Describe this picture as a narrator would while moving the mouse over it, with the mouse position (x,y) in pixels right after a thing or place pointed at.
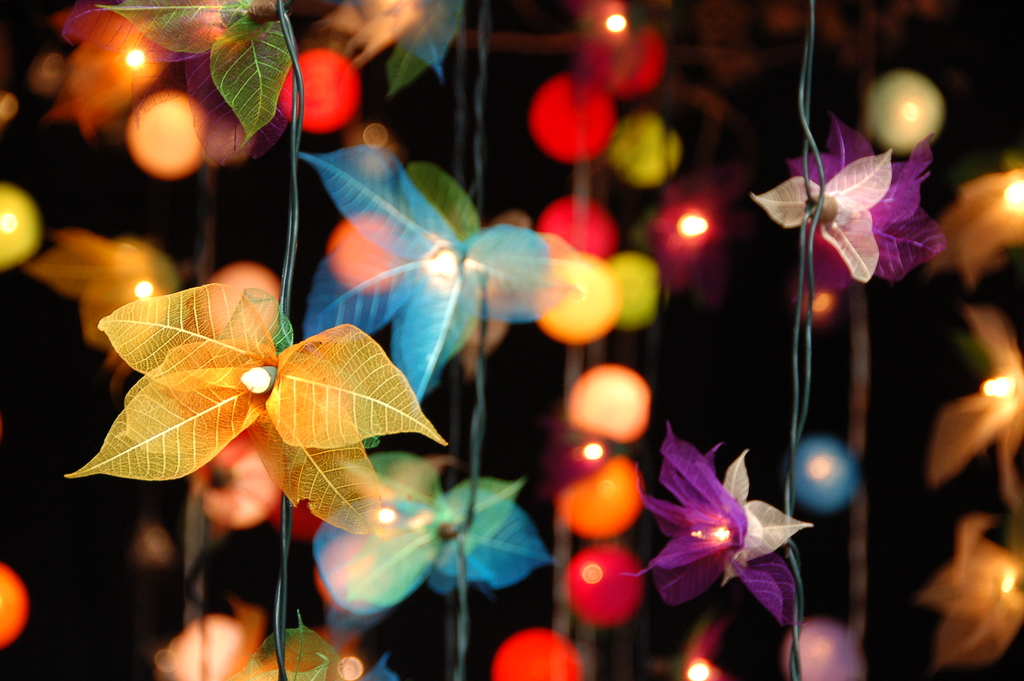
In this picture we can see decorative items (238,412) and lights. In the background of the image (755,400) it is dark.
